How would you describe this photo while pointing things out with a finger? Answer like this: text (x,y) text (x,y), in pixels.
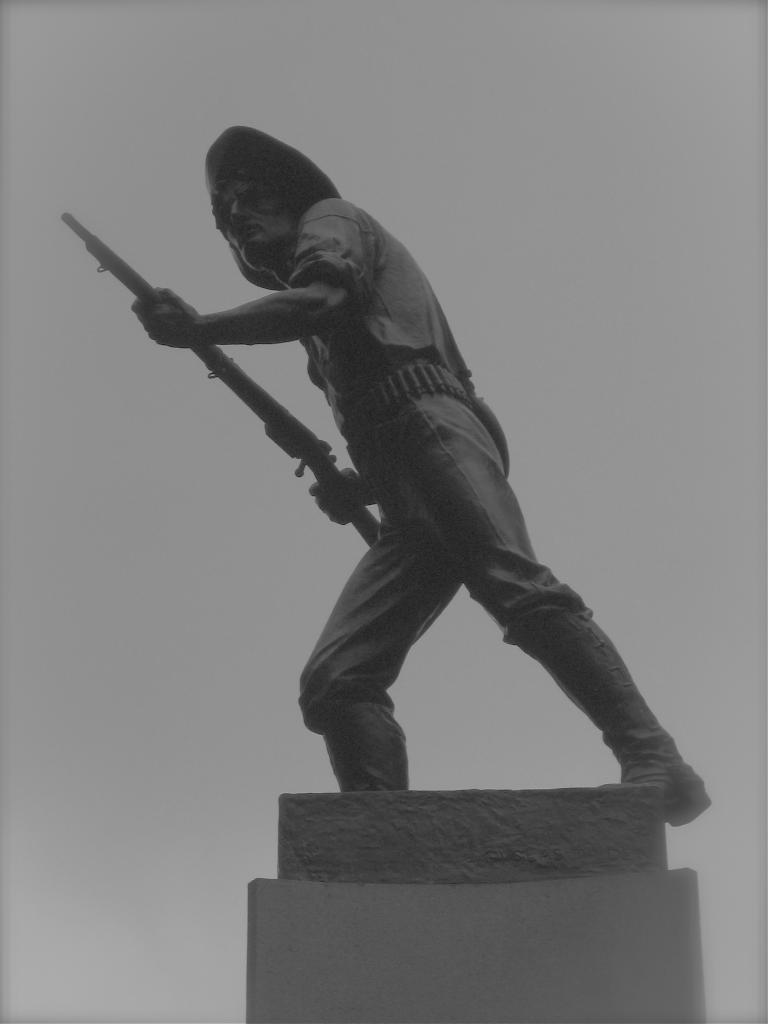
This is a black and white image. I can see the sculpture of a person (474,532) standing on a pillar (480,940) and holding a weapon (328,459).
